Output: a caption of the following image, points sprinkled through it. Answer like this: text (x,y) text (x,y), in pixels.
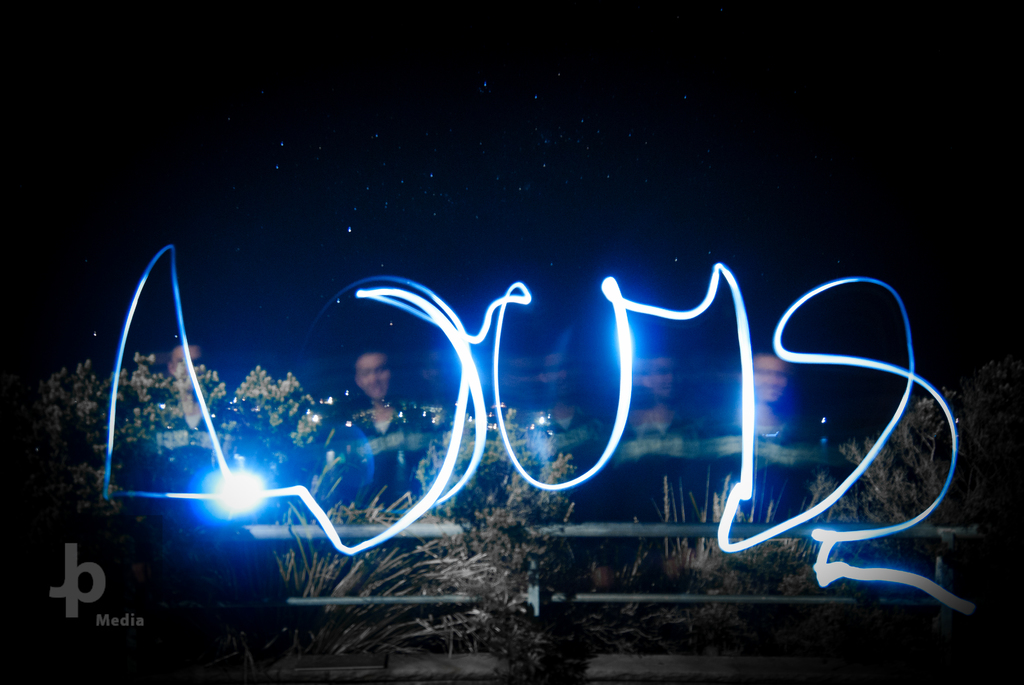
In the image we can see there are people (385,412) wearing clothes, this is a light (263,504), watermark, plant (478,593), pole (555,527), sky (470,114) and we can even see the stars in the sky (243,159).
